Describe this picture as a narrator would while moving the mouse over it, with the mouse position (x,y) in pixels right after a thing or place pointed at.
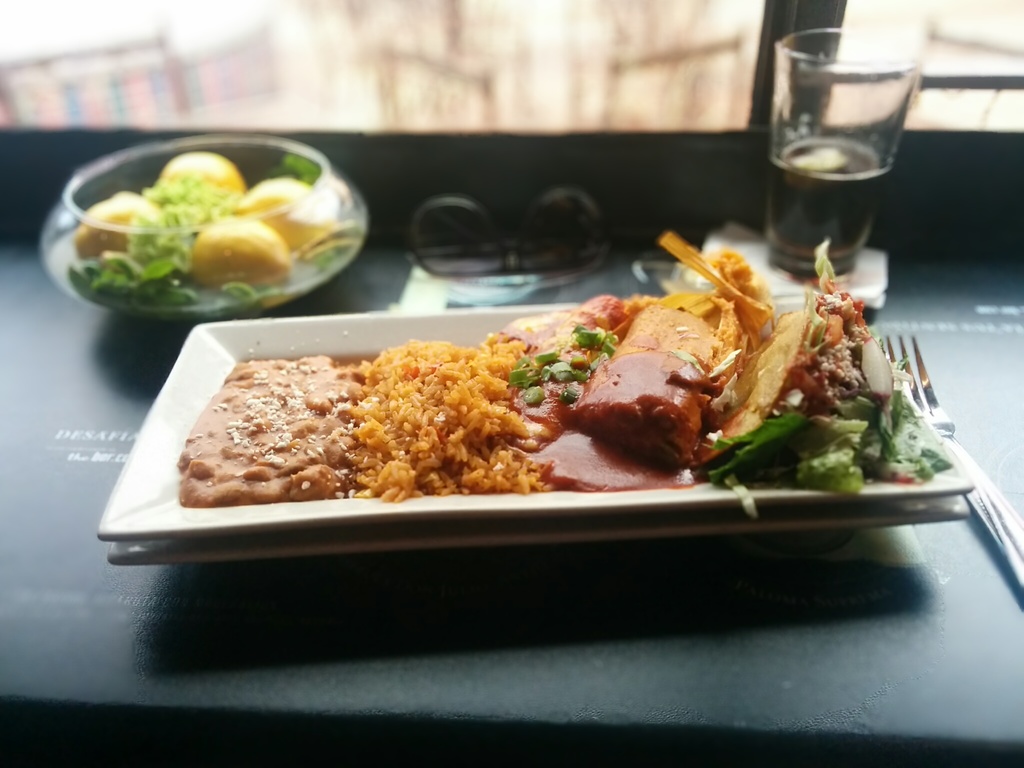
In the center of the image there is a table (534,686). On the table (537,671) we can see goggles (558,198), tissue papers (745,243), a glass (825,151) which contains liquid (823,146), a bowl (108,172) which contains food item (238,241), fork (982,485), a plate (516,454) which contains food item (451,422). In the background (501,35) the image is blur.
